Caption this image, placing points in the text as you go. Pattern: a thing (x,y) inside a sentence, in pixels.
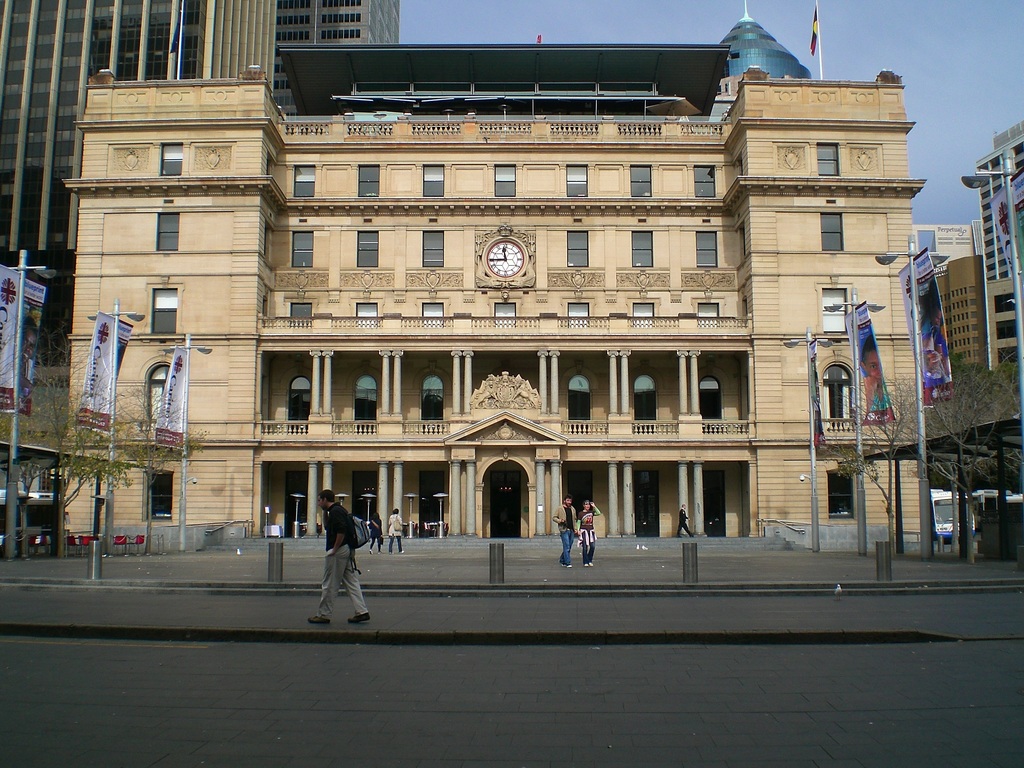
In the foreground of the picture (283,652) we can see road (390,652), footpath (519,625) and people (323,615). In the middle of the picture (373,410) there are buildings (269,299), trees (996,370), flags (7,331), clock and other objects (21,325). At the top (531,35) we can see sky (926,144).
